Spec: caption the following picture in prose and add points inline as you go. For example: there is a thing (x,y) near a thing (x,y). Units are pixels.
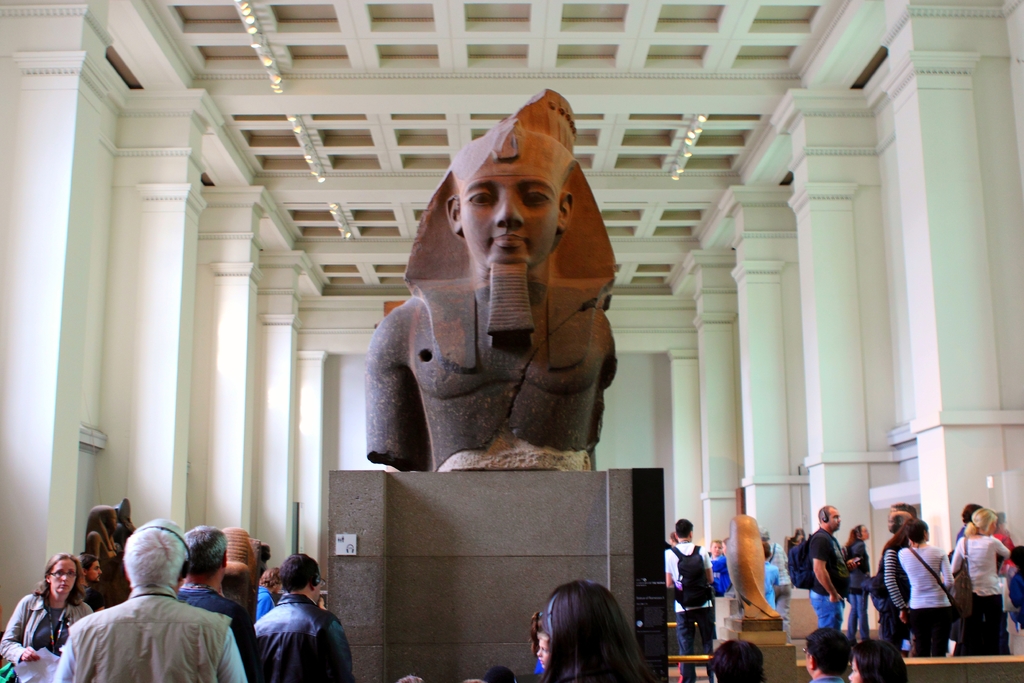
In the center of the image (445,309) there is a statue (450,272) on a concrete platform (420,543), around the statue (446,317) there are a few people (324,647) in a hall (267,528) and there are a few other statues (88,531) as well, in the background of the image (700,543) there are pillars (139,368) on the wall (639,373), at the top of the image (297,95) there are lamps (249,21) on the ceiling (430,73).
